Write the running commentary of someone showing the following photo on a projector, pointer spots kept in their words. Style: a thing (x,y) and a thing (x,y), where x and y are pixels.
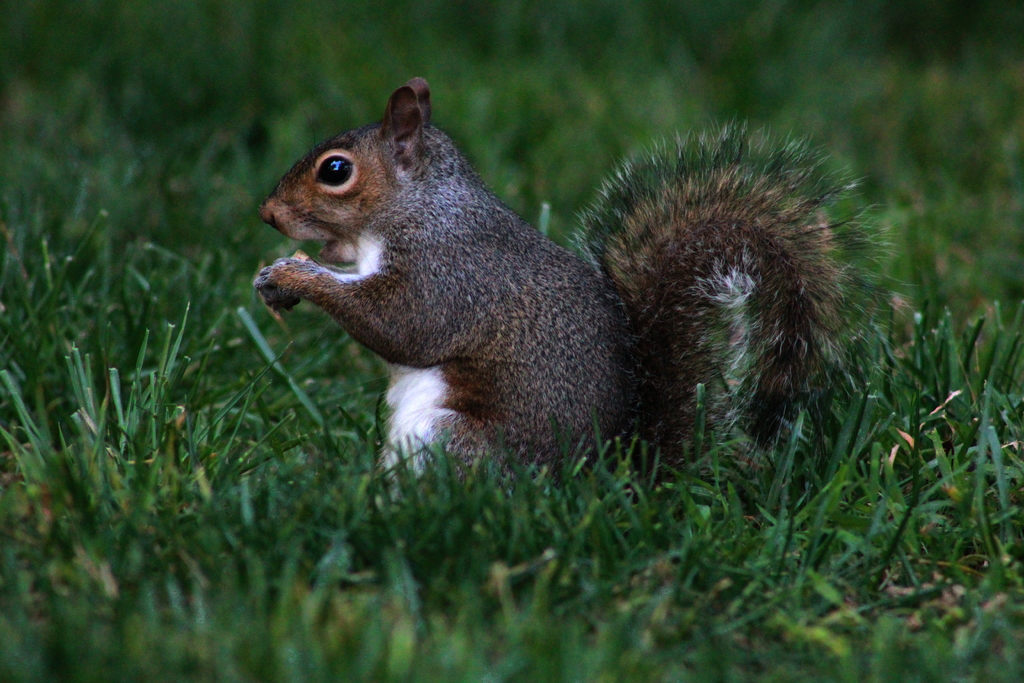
This picture is clicked outside. In the center (486,269) there is a squirrel (517,406) seems to be holding an object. In the foreground (395,516) we can see the green grass (290,505).
